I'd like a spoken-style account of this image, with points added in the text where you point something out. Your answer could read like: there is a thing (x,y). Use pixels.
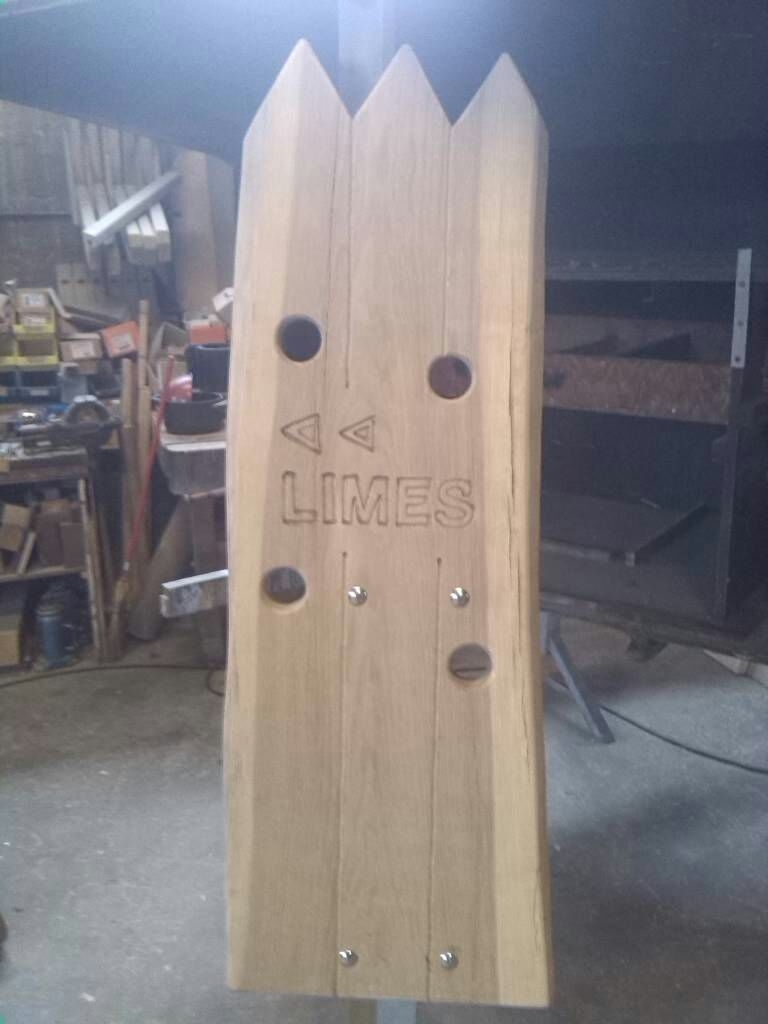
In this image, we can see a wooden board (378,590), steel objects (356,597) and carving (371,421). Background (5,621) we can see wooden objects (124,611) and few things (27,639). At the bottom (648,893), we can see a floor (22,1023).
